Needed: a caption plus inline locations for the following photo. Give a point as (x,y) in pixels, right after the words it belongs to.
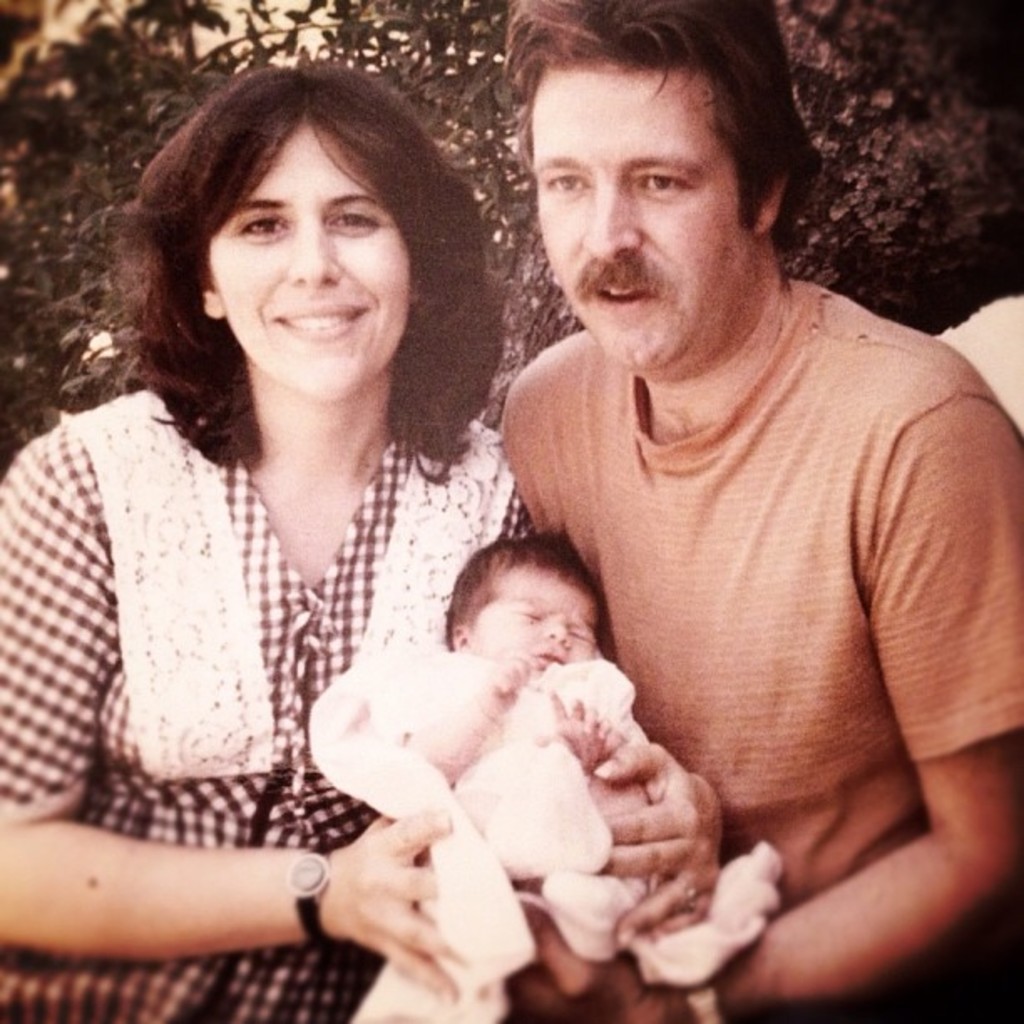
There are two people (295,547) standing and holding a baby (519,647) and she is smiling, behind these two people (748,122) we can see tree (888,155).
